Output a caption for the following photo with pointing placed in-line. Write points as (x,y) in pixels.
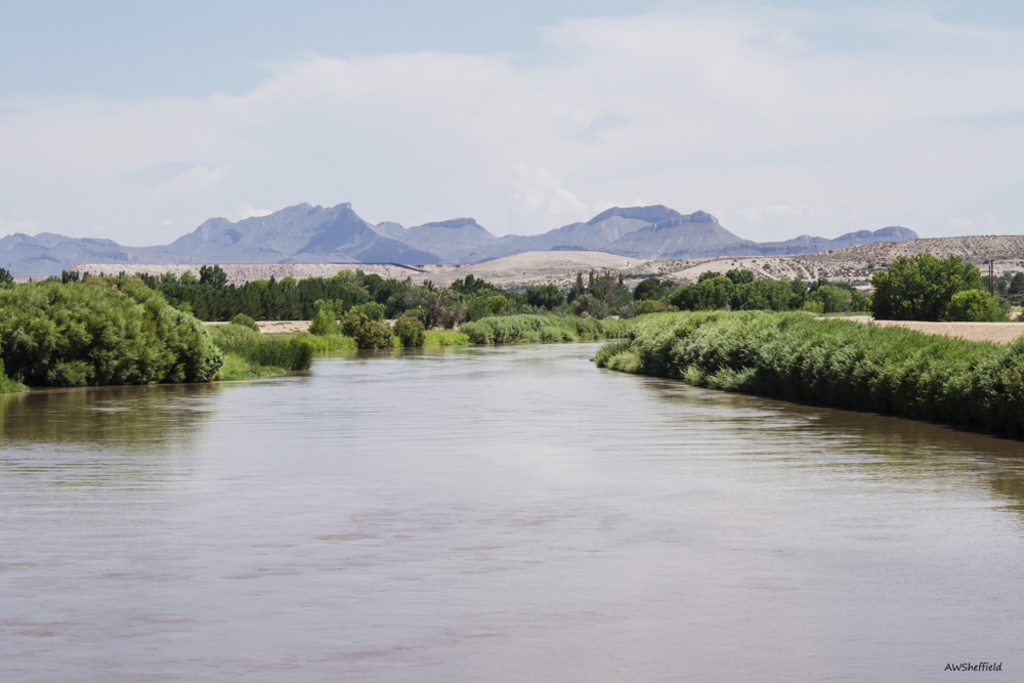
At the bottom of the image (453,471) there is a lake (503,405). In the background (110,303) there are trees (670,295), hills (664,252) and sky (441,118).
